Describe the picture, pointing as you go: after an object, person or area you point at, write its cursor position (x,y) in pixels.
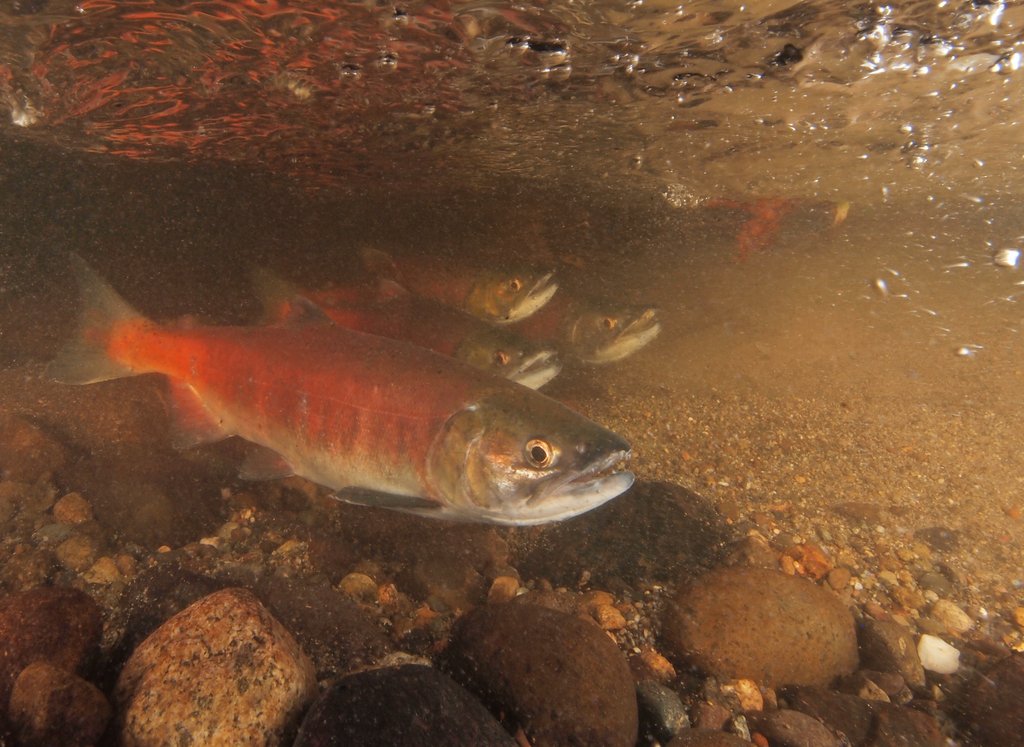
In this image, we can see some fishes (594,313) and stones (575,574) in the water (14,313).
